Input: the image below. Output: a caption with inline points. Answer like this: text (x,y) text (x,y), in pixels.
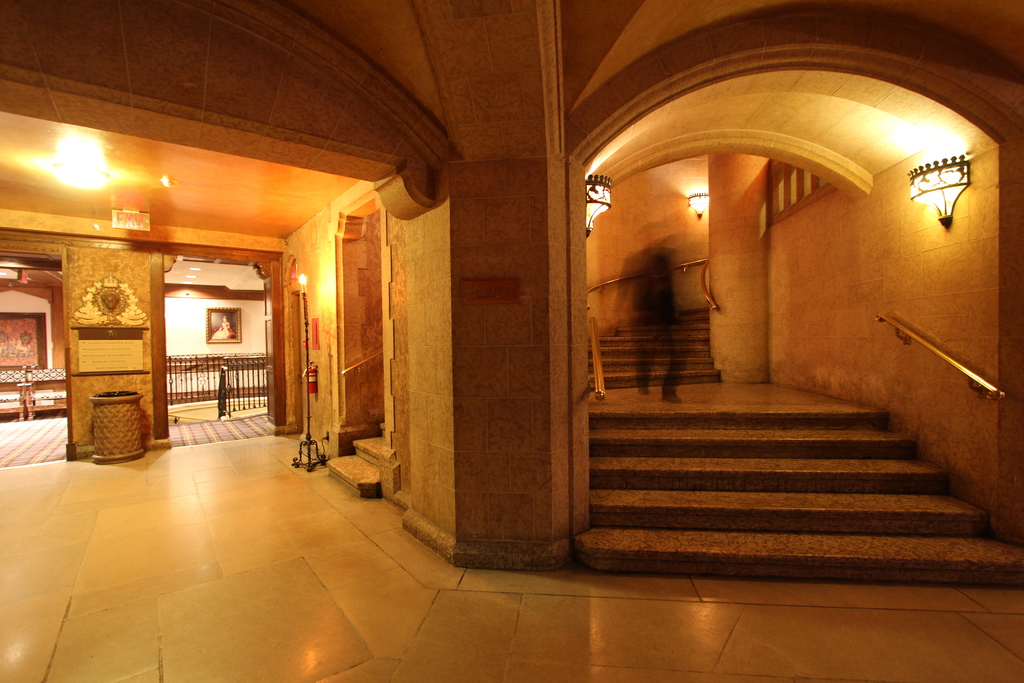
In this picture I can see inner view of a building (221,412) and I can see a photo frame (221,340) on the wall (189,343) and a stand light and I can see few lights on the ceiling (1,143) and I can see stairs (729,459) and few lights (947,214) on the wall (762,188).
